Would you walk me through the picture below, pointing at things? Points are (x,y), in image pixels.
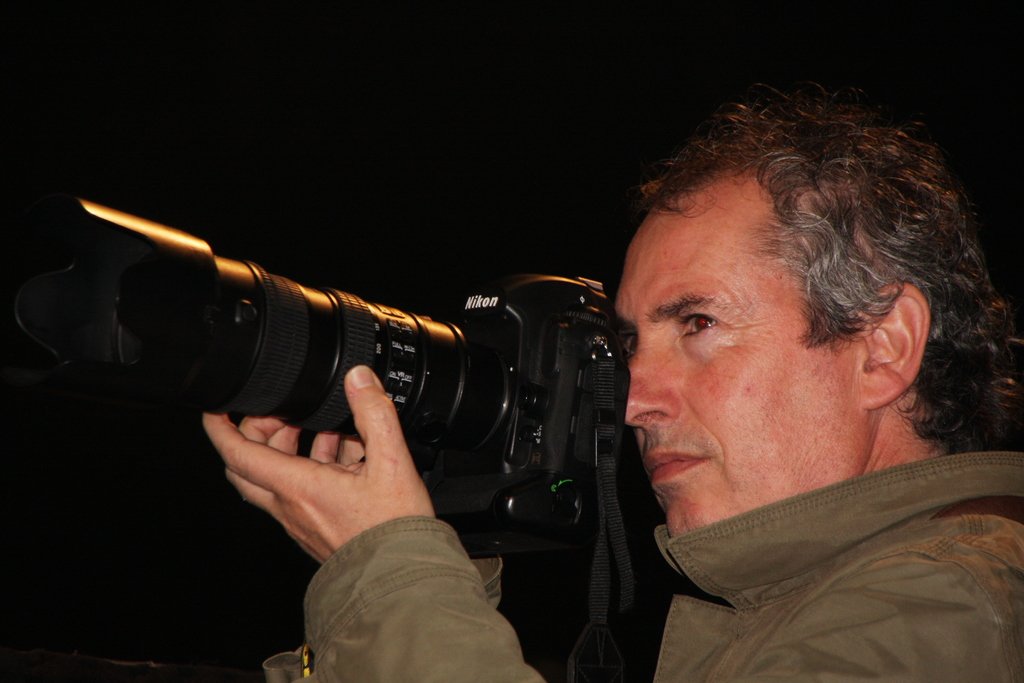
There is a man (679,394) holding camera (60,231).
